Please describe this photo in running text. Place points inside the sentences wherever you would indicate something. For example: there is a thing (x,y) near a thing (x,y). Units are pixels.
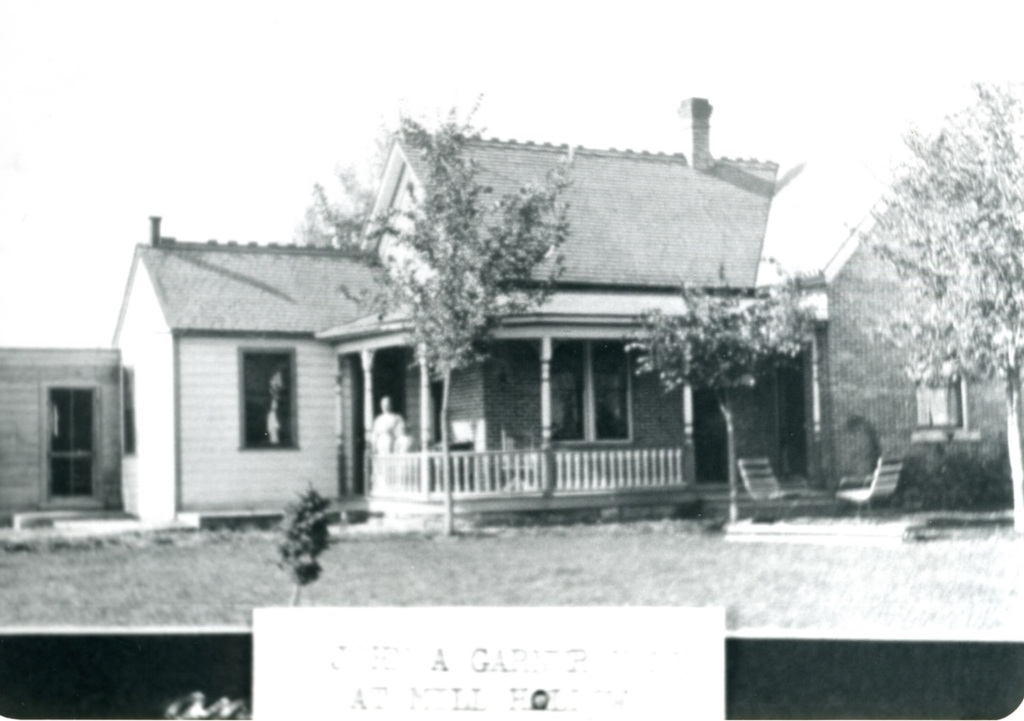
This is an old black and white image. I can see a house (297,404) with the windows (260,391). I think there is a person (392,425) standing. There are two chairs (778,497). These are the trees (718,307). I can see the letters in the image. This looks like a door (74,446).
